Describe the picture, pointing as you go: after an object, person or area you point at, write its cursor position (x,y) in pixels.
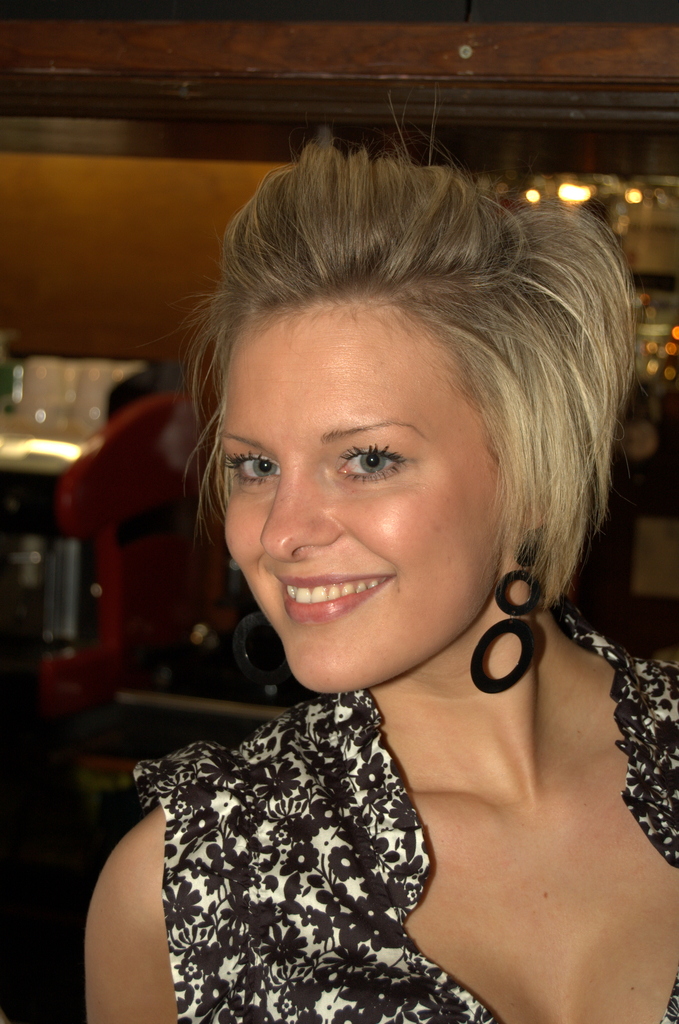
In the image we can see there is a woman (395,817) and she is smiling. She is wearing black and white colour dress (301,873).
